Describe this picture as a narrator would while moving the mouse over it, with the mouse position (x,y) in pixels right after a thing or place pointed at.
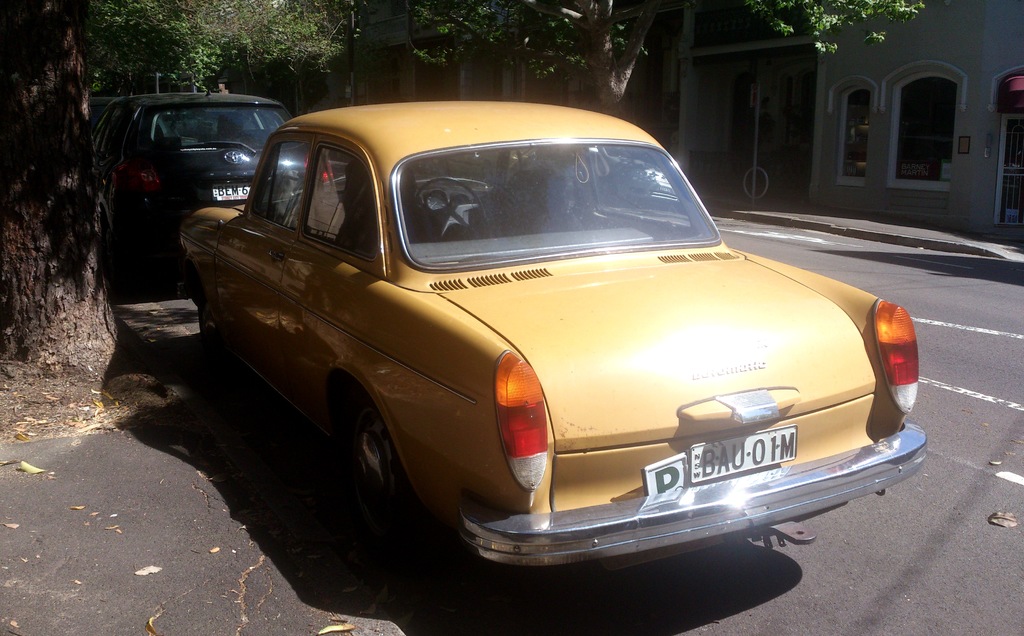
In this picture I can see few vehicles (453,292) are on the road (872,527), side there are some buildings (845,124) and trees (627,86).
